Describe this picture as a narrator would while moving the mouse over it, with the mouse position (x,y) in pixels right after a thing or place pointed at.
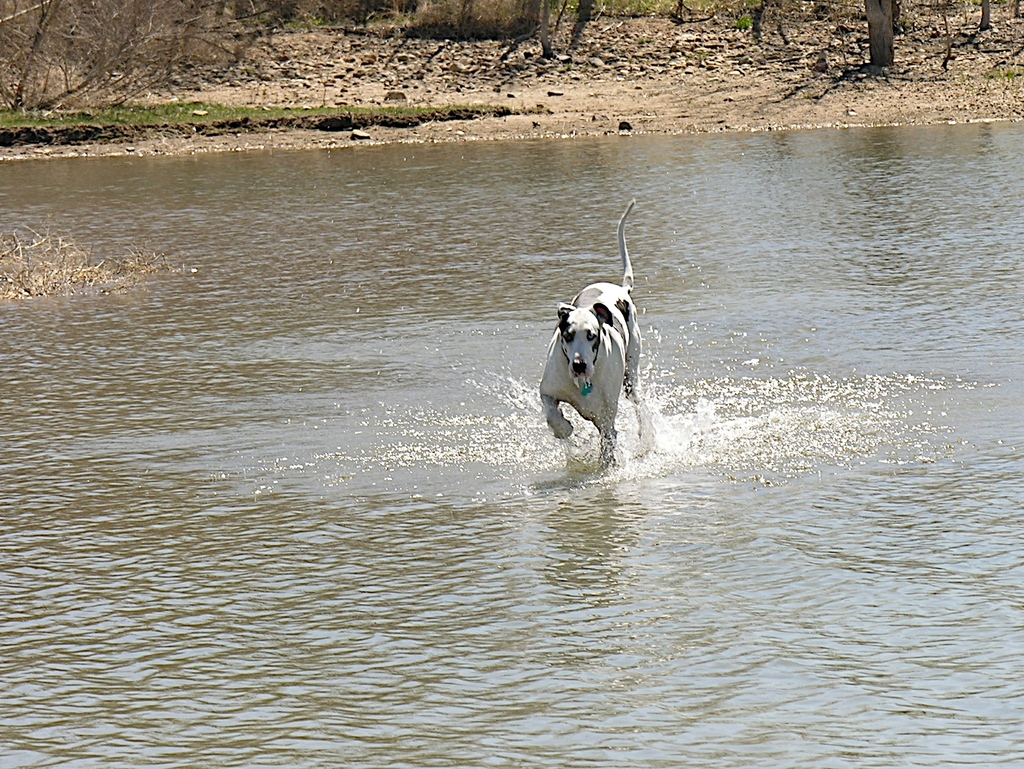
In the center of the image (598,370), we can see a dog (596,411) on the water (464,573) and in the background (155,24), there are trees (139,41).
